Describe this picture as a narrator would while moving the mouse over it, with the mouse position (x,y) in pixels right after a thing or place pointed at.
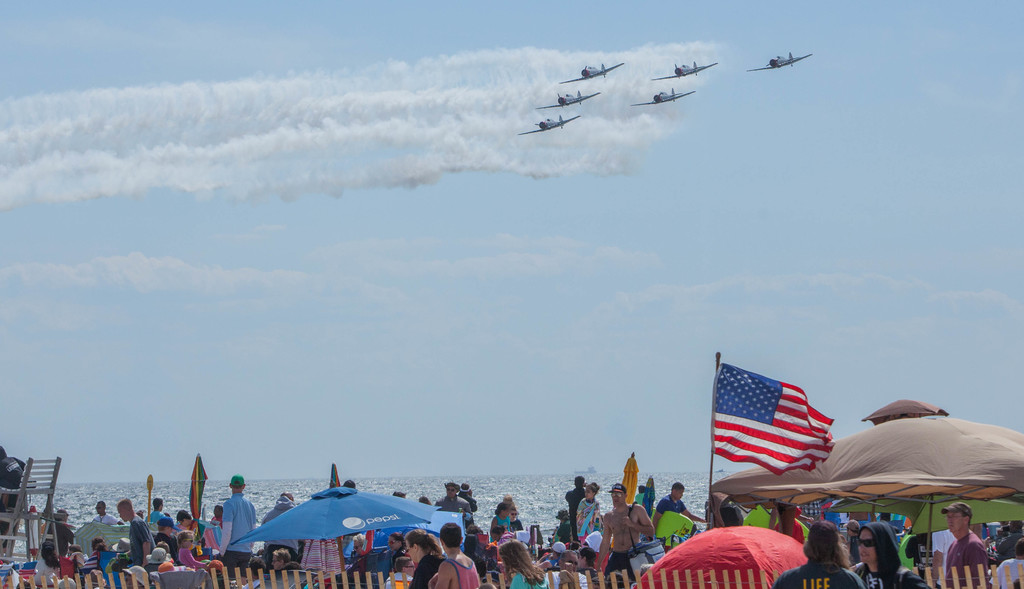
In this image I can see the sky (812,156) and in the sky (660,171) I can see few flights (585,75) flying in the air (177,309) and I can see a smoke (300,89) in the air (405,291) at the bottom (440,531) I can see few persons (557,559) visible in front of the ocean (548,508) and I can see tents (894,475) and flags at the bottom (887,446), in the middle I can see the ocean (607,485).
